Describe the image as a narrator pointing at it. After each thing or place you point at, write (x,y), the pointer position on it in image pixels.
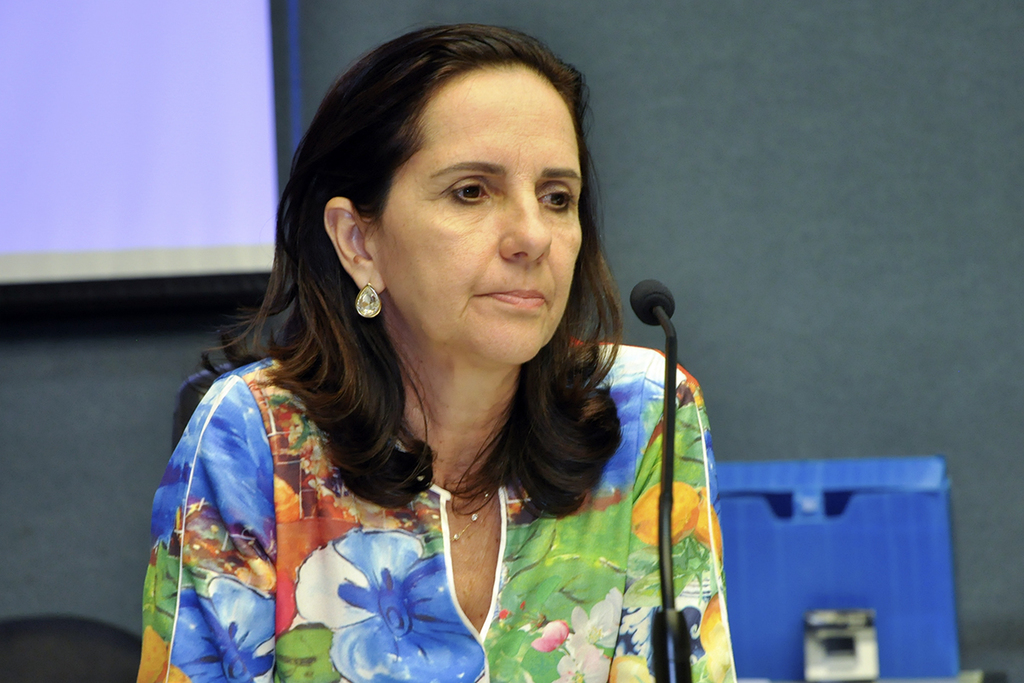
In this image we can see a woman (504,426) wearing a dress (456,635). In the foreground (681,652) we can see a microphone (671,355). In the background (140,118), we can see a screen (179,84).
